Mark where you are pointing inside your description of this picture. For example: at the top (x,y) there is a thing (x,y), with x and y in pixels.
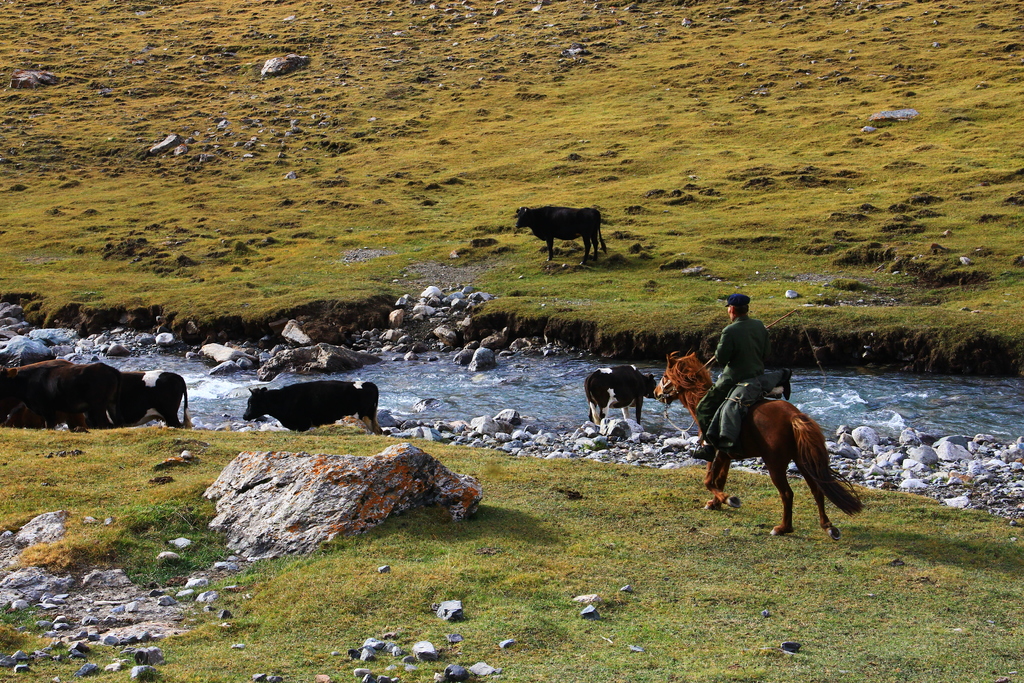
In this image I can see a brown color horse (773,445) and person (735,369) is sitting on it. He is wearing green color dress (733,344) and a cap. Back I can see few animals (628,399). They are in black and white color. I can see few stones (473,425), water (448,392) and green color grass (400,272).
